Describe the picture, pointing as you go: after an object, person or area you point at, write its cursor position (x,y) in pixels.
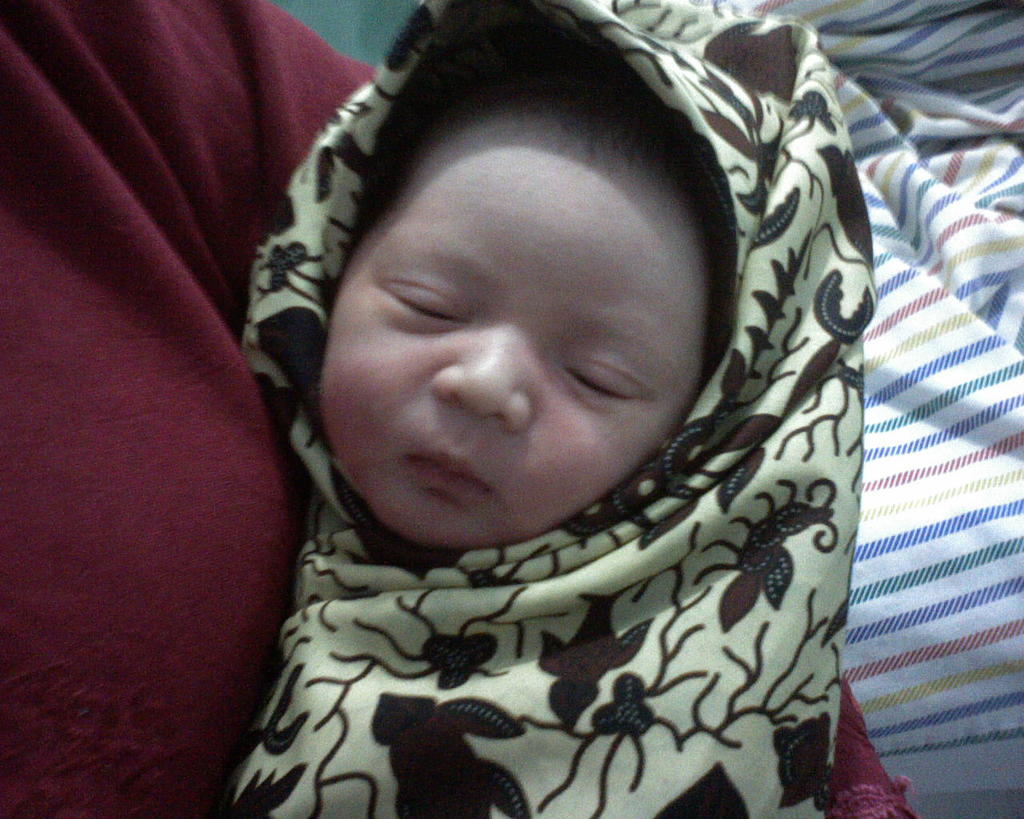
In this image there is a woman (243,90) holding a baby (472,667) in her hands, in the background (903,578) there is a blanket (888,487).
